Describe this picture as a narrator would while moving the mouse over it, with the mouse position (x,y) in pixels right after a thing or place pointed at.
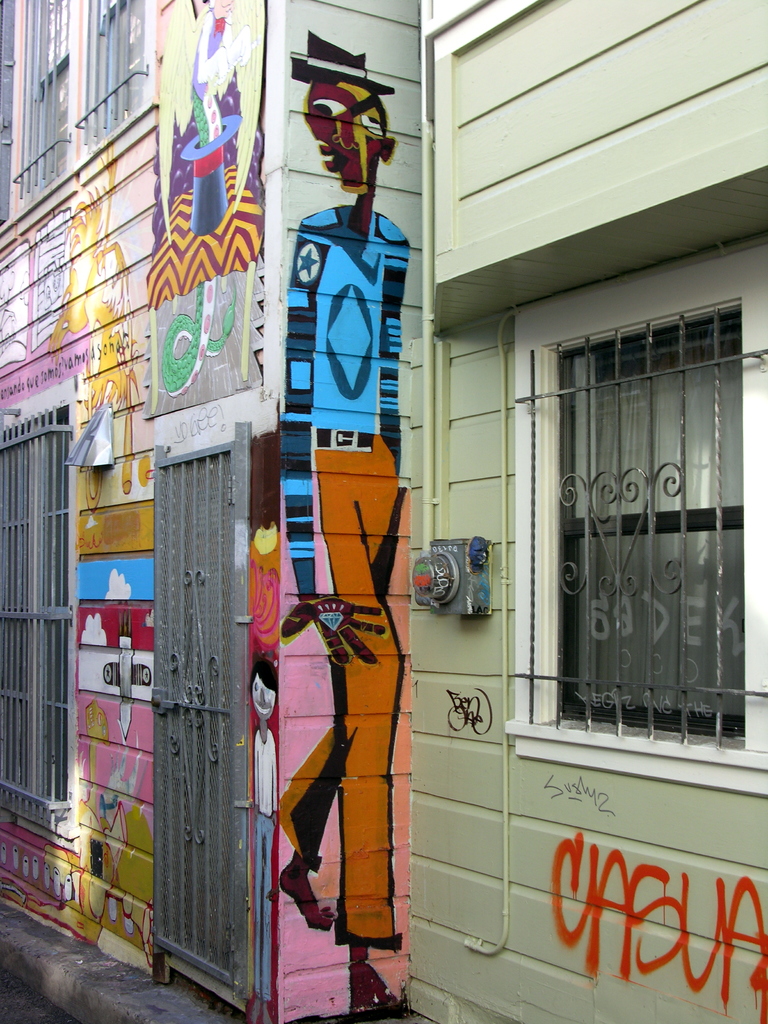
The picture is taken outside a street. In this picture, the walls (545,192) are painted with different images (299,519). On the right (625,535) there is a window (635,494). On the left (187,785) there is a window (24,537) and gate (192,740).
